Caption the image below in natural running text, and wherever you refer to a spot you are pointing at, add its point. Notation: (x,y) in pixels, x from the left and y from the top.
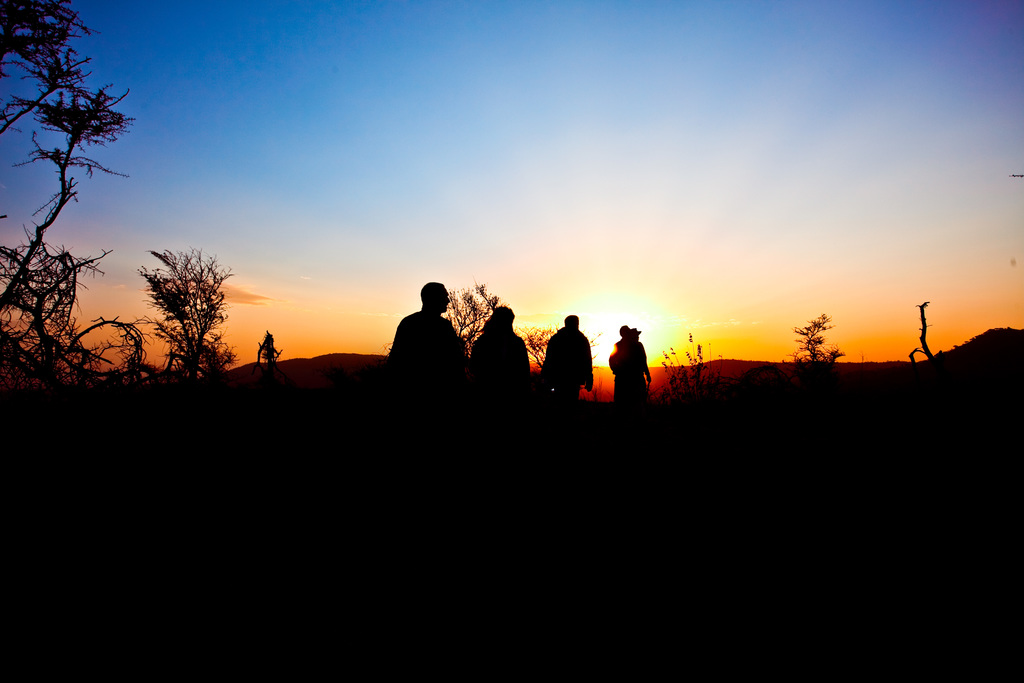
There are four people (493,345) standing. I think this is the sun (615,315) in the sky (686,307). I can see the plants (693,382) and trees (194,316).
